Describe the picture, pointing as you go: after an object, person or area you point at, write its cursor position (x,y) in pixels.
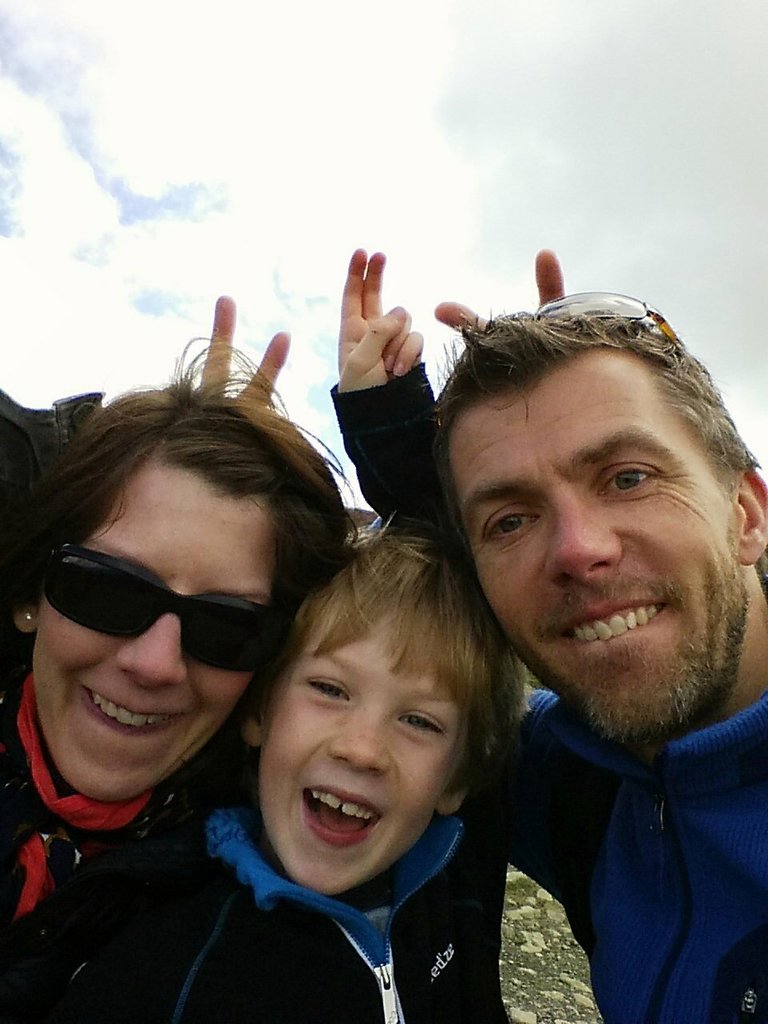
In the foreground of this image (265,881), there is a woman (212,796), man (706,818) and a boy (374,877) raising fingers (372,325) behind the heads (497,321). In the background (206,207), there is the sky (198,200) and the cloud (297,148).
